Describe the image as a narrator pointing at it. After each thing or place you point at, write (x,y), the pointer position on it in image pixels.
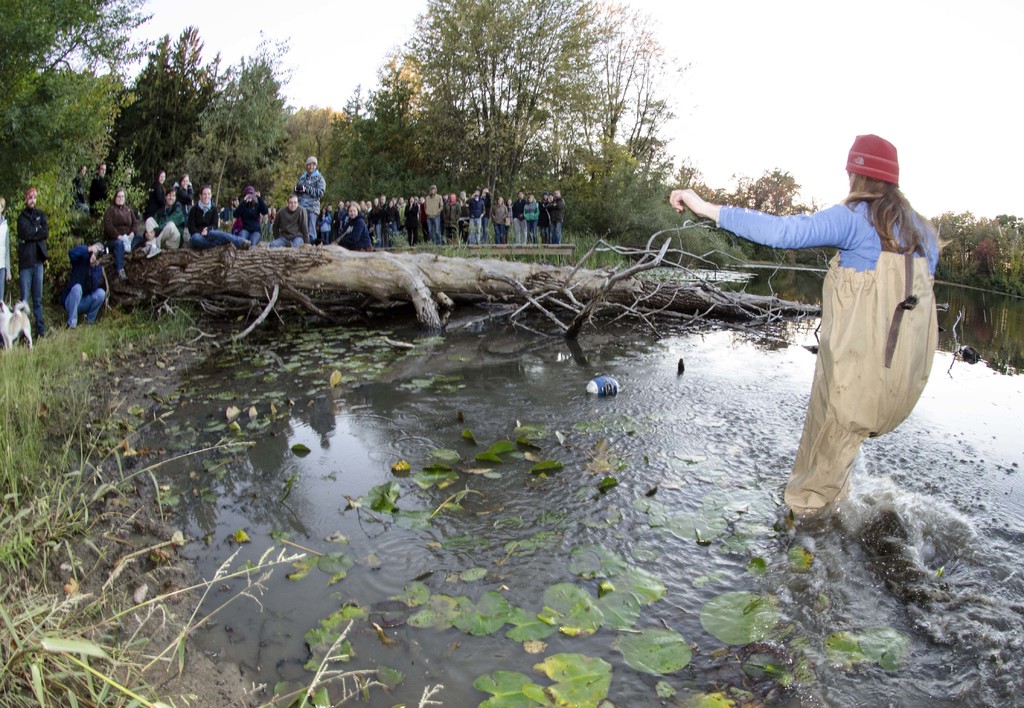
There is one woman (808,445) walking on the water (789,434) as we can see on the right side of this image (872,410). There is a group of persons (294,212) standing on the left side of this image (119,235), and there are some trees (99,231) in the background (84,121). There is a sky (808,62) at the top of this image (681,60).
